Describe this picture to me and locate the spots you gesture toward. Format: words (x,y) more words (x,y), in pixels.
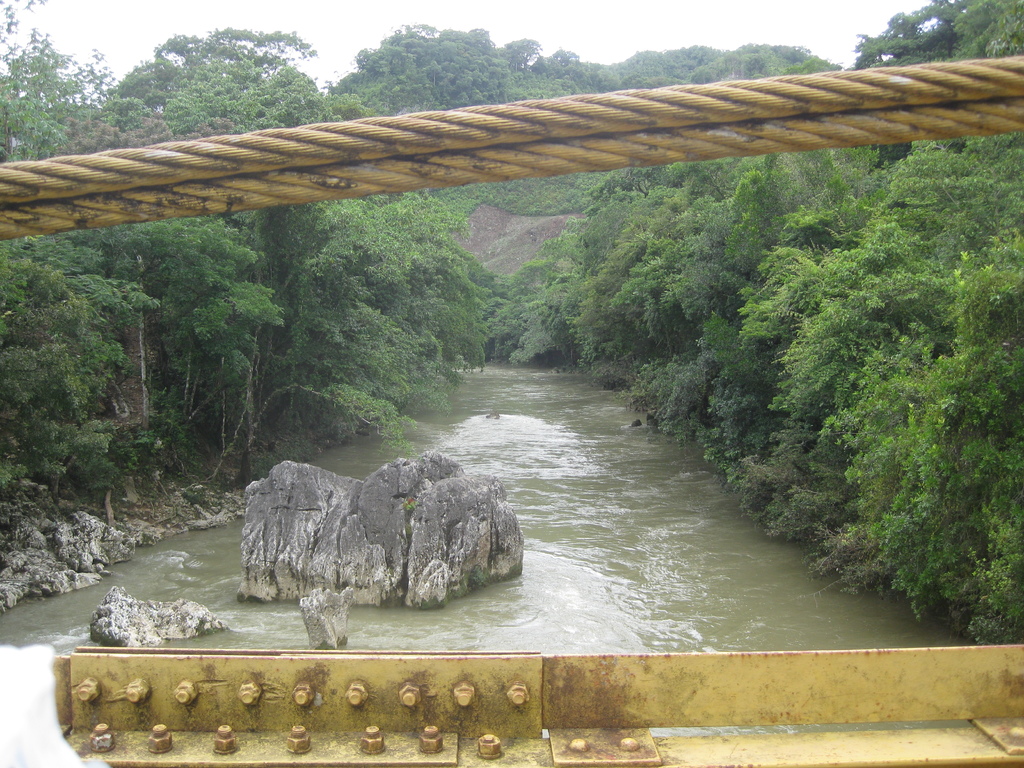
In this image there is the water (572,476) flowing in the center (569,455). There are rocks (299,585) in the water (202,582). On either sides of the water (487,439) there are trees (590,353). At the top (699,19) there is the sky (603,27). At the bottom (399,708) there is a metal rod (403,734). In the foreground (341,171) there are ropes (581,139).
